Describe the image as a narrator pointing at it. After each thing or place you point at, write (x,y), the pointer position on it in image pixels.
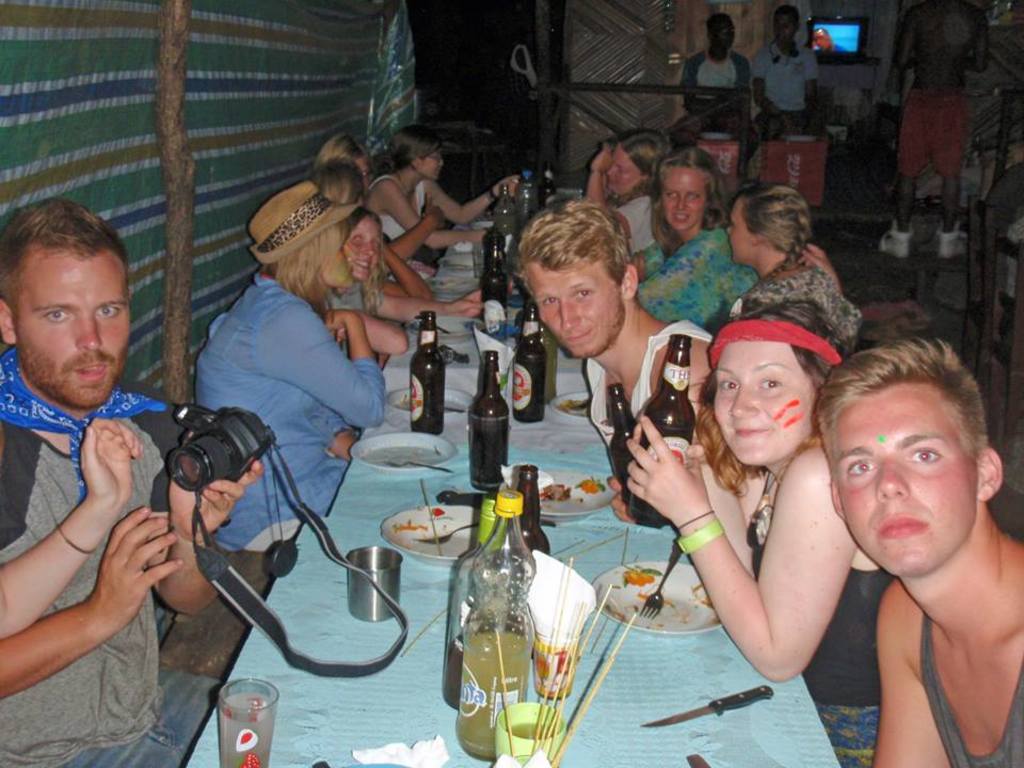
In this picture i could see some persons (355,361) around the dining table (472,386) having a snack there are some beer bottles (488,410), plates (438,509), forks (424,543), sticks (567,675), glasses (560,636) and to the left (201,488) a person (134,492) is holding a camera (184,470). In the background (828,36) i could see a television (833,53) and two persons (698,103) standing.
